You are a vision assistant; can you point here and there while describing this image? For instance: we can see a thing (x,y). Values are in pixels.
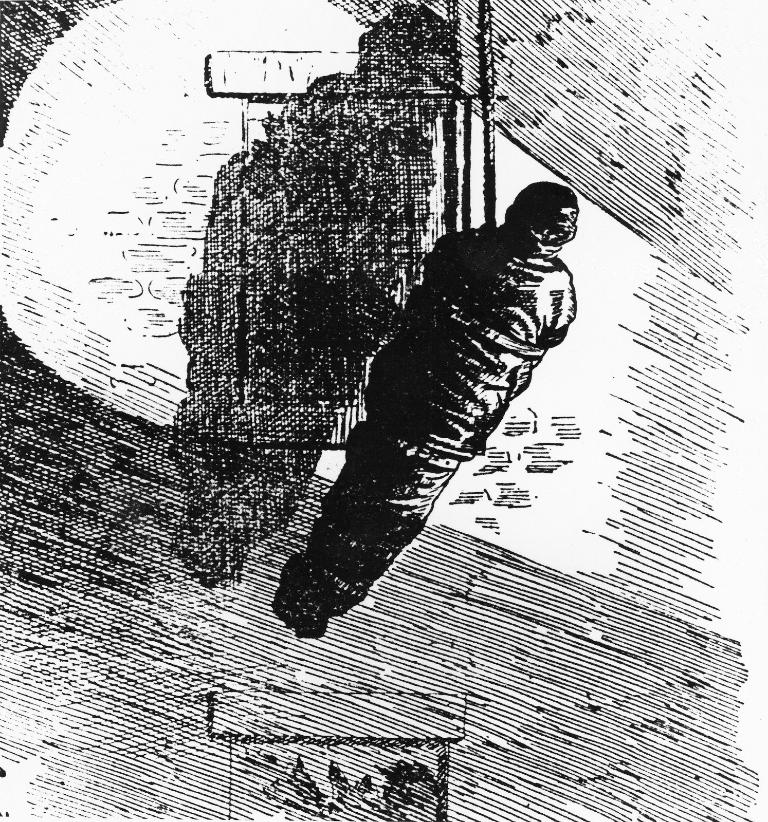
In this picture it looks like a sketch, in the middle (400,367) I can see a person (430,274) is tied with a rope (513,348).
